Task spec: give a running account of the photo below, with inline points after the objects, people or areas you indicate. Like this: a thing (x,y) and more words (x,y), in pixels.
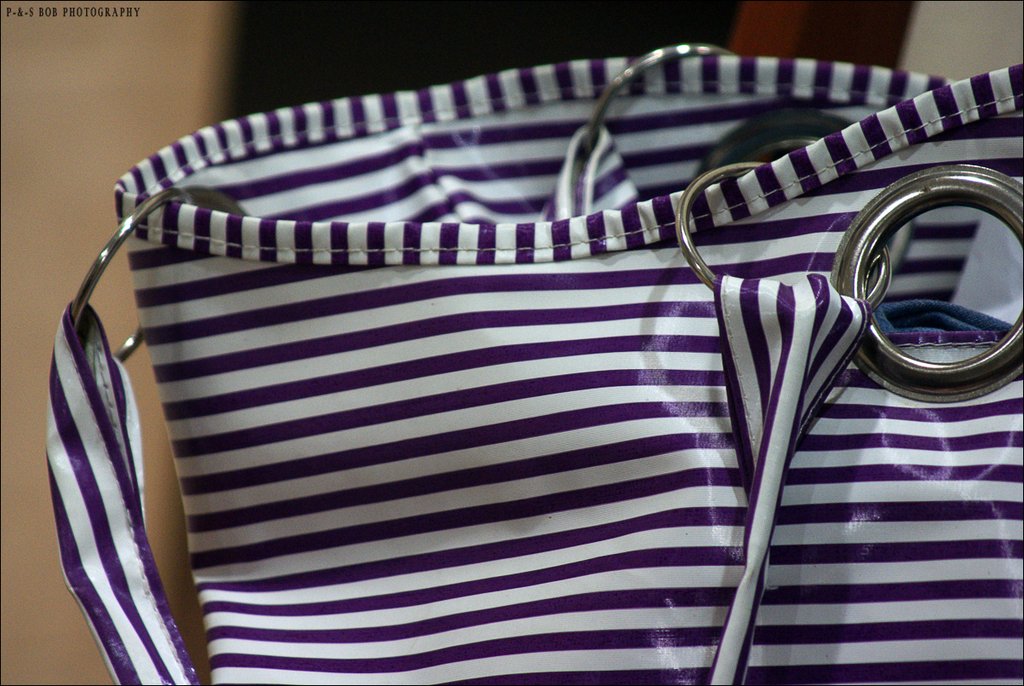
This image consists of a bag (573,392) which has a violet and white color stripes (486,449) on it. There are rings (648,62) to this bag (789,274).
